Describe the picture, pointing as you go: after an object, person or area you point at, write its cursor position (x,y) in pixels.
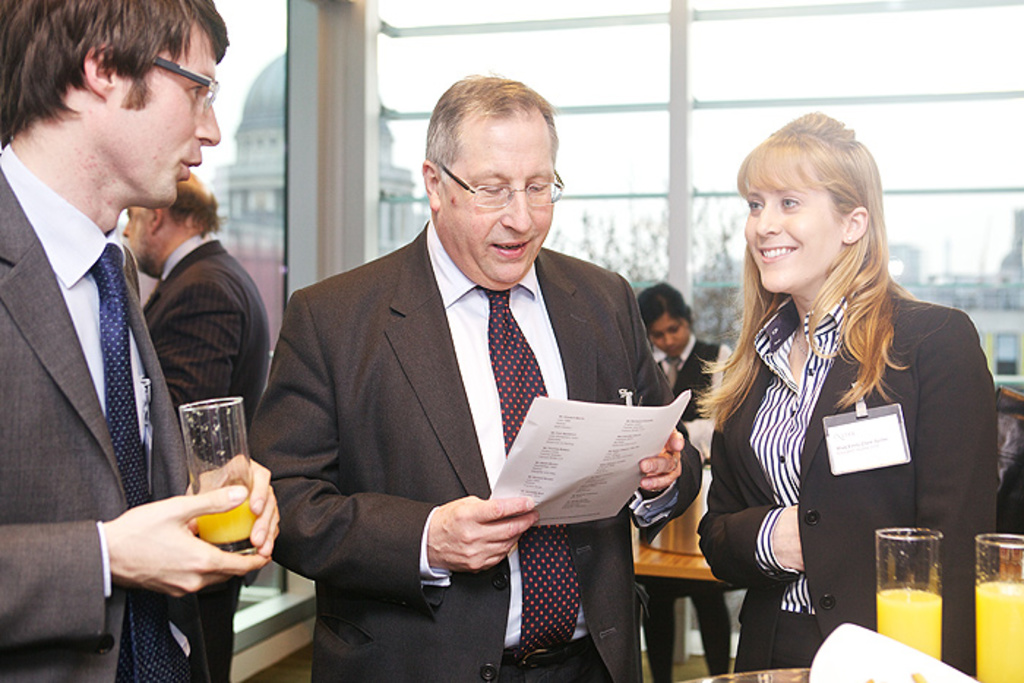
This image is taken indoors. In the background (422,94) there is a glass wall (409,87) and through the wall (689,109) we can see there are a few buildings (259,138). At the bottom of the image (783,673) there is a table (750,675) with two glasses (886,607) of juice (936,614) on it. On the left side of the image (74,151) a man (61,330) is standing on the floor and holding a glass (245,510) with juice (246,524) in his hands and another man (211,320) is standing on the floor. In the middle of the image (516,334) a man (519,362) is standing on the floor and holding papers (502,494) in his hands (514,507). On the right side of the image (727,406) two women (719,426) are standing on the floor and there is a table (694,559) with a few things (687,527) on it.
